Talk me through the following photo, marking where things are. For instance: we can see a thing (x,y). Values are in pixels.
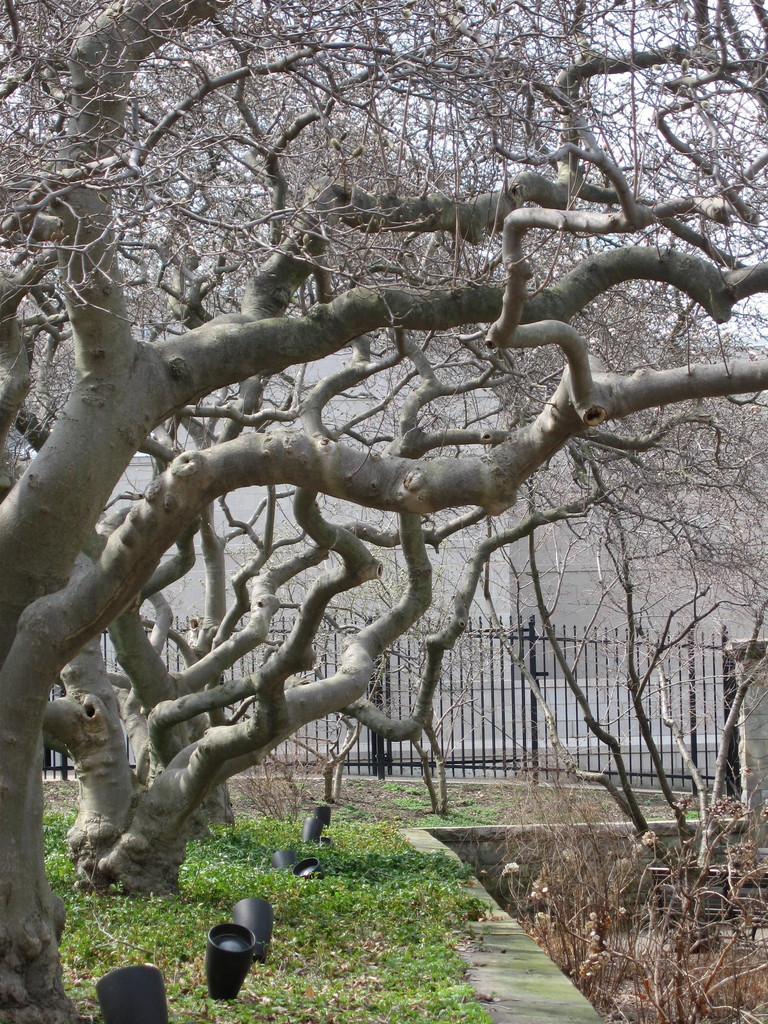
To the left side of the image (83,754) there are trees (317,697). At the bottom of the image (340,947) there is grass (317,941) and light (121,1021). In the background of the image (623,656) there is a fencing (315,667). To the right side of the image (572,843) there are dried plants (592,906).
